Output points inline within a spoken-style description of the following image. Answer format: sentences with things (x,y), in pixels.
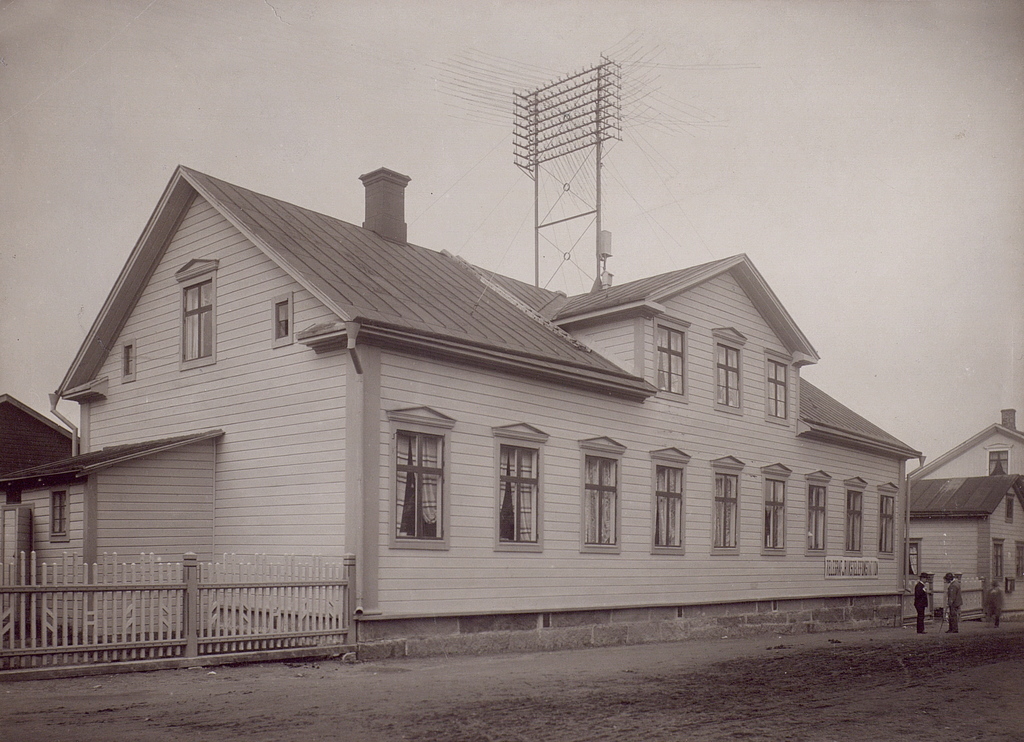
In this image I can see a building (358,329) and sky (514,79). I can also see few people (955,631) standing and the image is in black and white.
